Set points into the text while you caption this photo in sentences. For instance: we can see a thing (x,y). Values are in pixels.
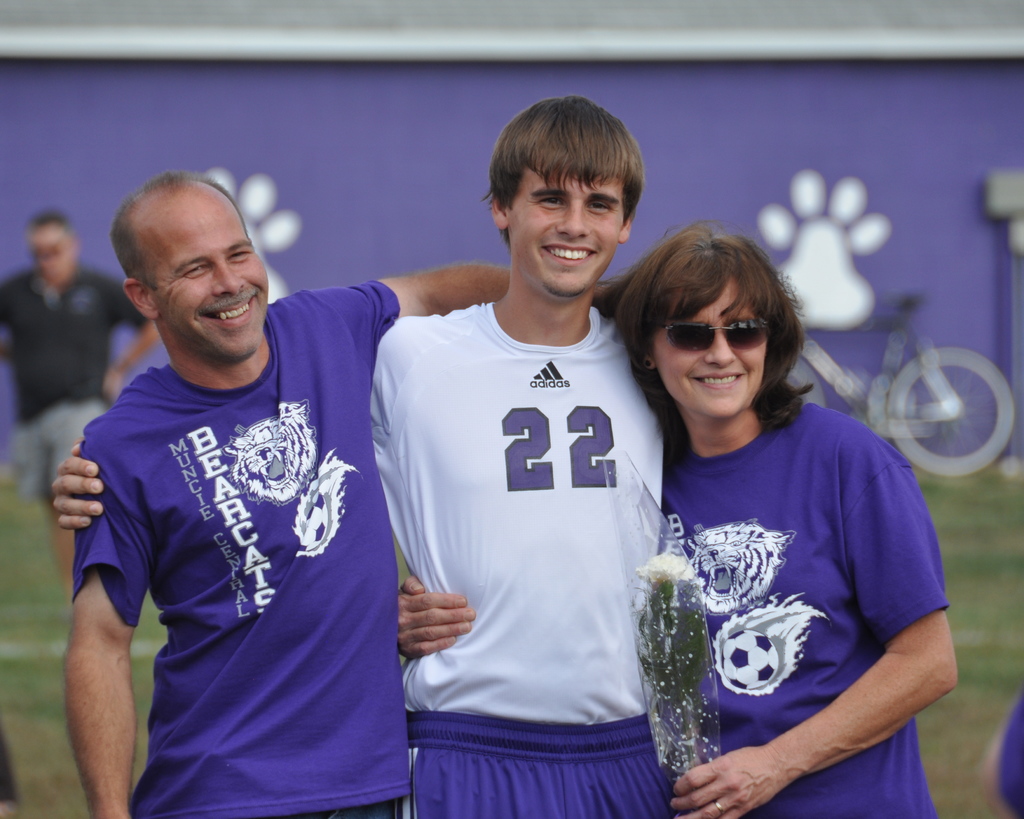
In the middle of the image (465,434) three persons (501,199) are standing and smiling. Behind them there is grass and bicycles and banner (56,100). Background of the image (0,144) is blur.
